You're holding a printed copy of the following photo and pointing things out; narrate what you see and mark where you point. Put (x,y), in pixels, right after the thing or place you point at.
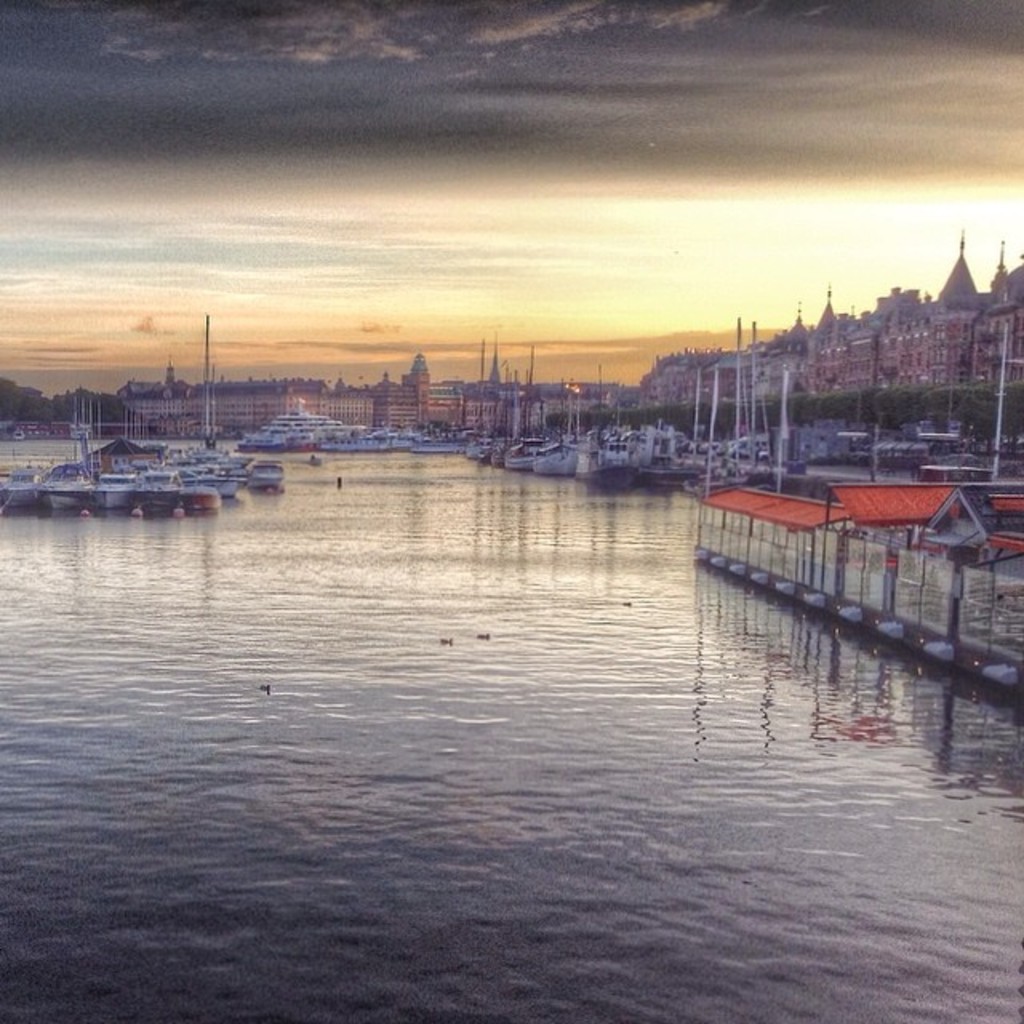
In this image I can see few boats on the water (538,629). In the background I can see many buildings (972,375), clouds (608,347) and the sky (315,270).
